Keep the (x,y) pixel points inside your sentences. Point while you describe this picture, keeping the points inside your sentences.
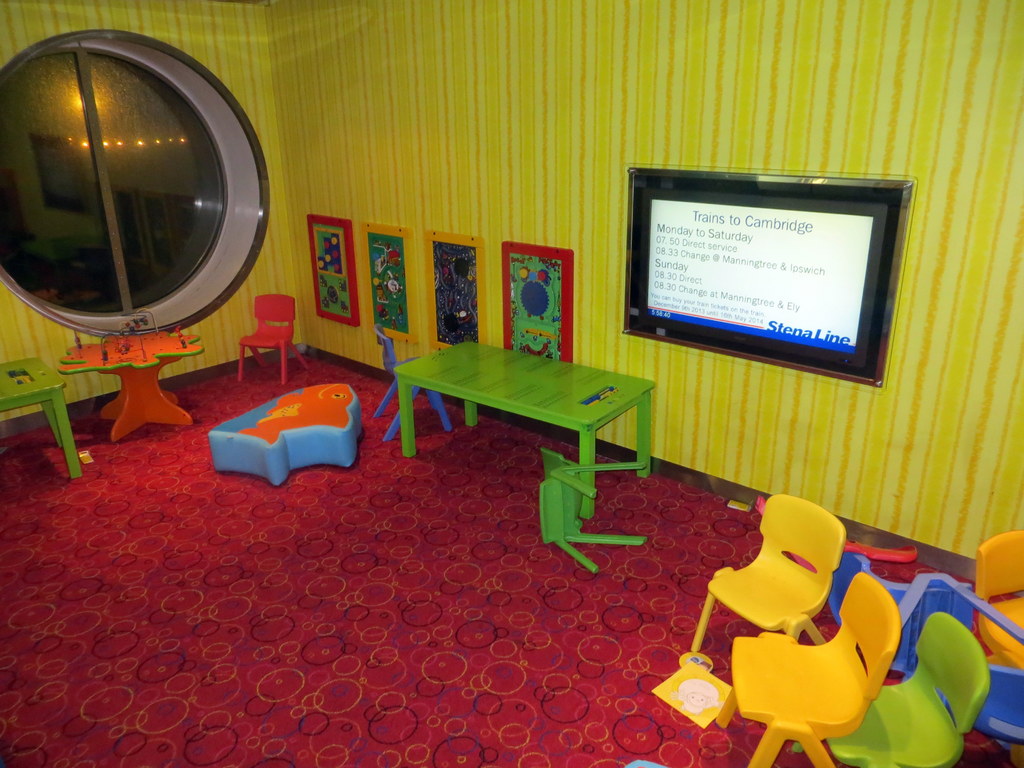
The image is inside the room (602,155). In the image on right side (816,573) we can see chairs (906,734), on left side (81,370) there is a table (90,362), chair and a round window (162,207). In middle (425,261) there is a wall (940,288), screen (713,260) and few photo frames (366,287) at bottom (415,523) there is a red color mat (378,632).
